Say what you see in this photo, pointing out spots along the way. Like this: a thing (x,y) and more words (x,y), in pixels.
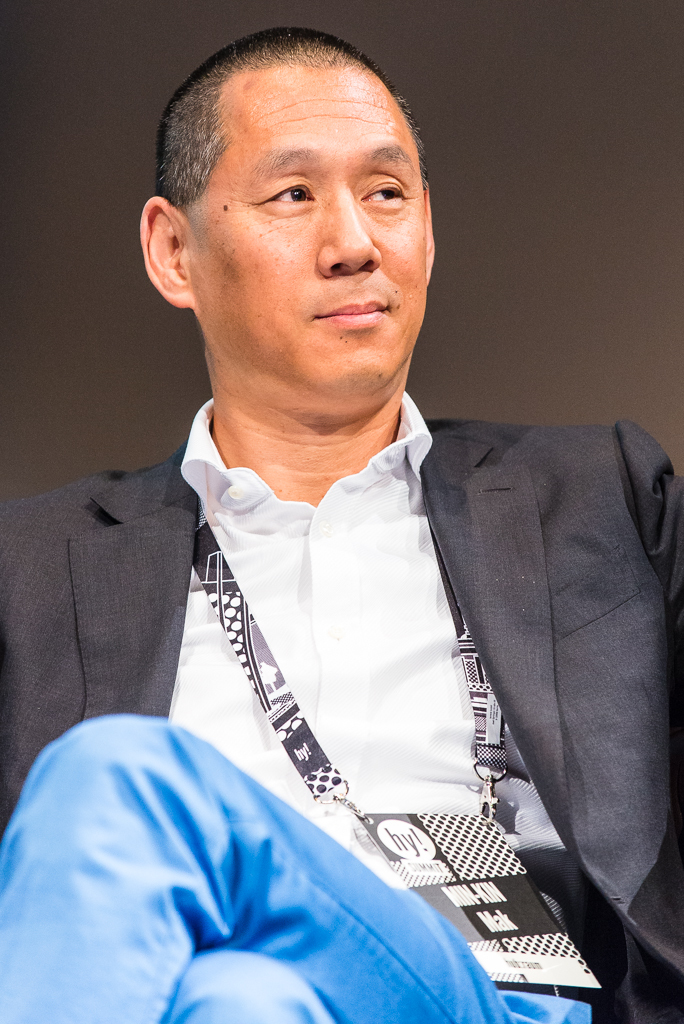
In the center of the image (325,591) we can see a man (322,687) sitting. He is wearing a suit (605,541). In the background (590,299) there is a wall (118,191).
